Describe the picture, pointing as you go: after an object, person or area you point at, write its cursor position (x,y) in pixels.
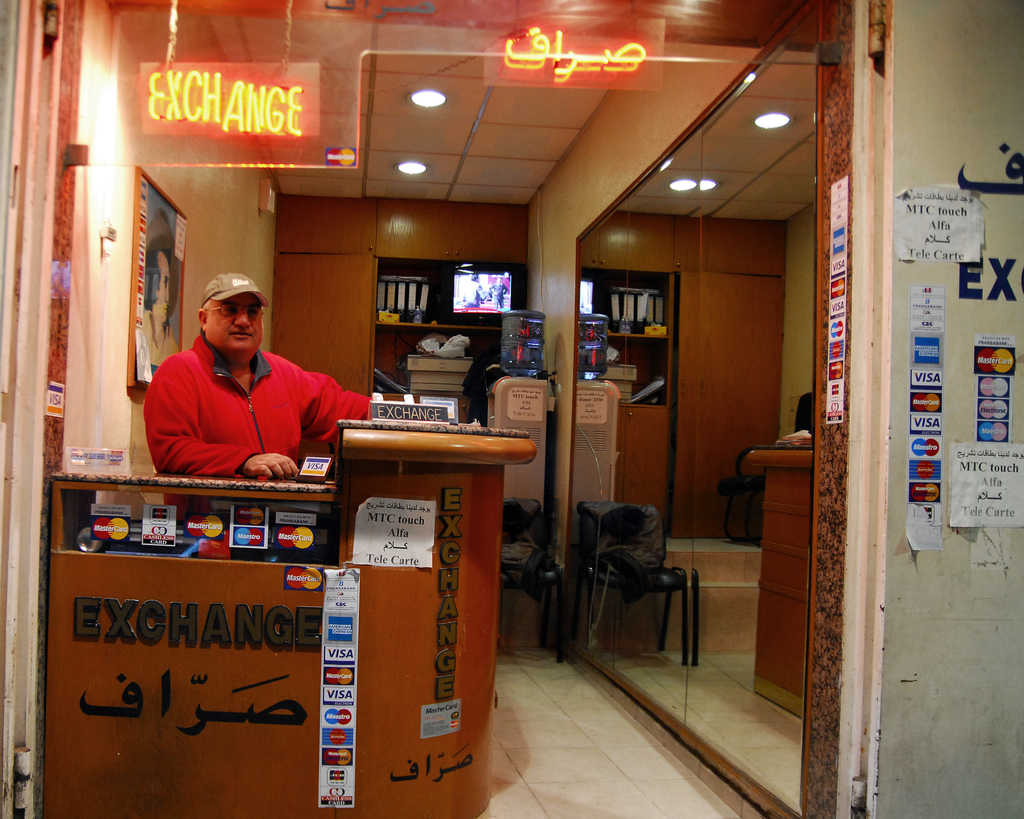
As we can see in the image there is a white color wall (249,196), frame (138,268), poster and a man (218,365) over here. On the right side (692,586) there is a mirror (627,585) and chair (527,544).
